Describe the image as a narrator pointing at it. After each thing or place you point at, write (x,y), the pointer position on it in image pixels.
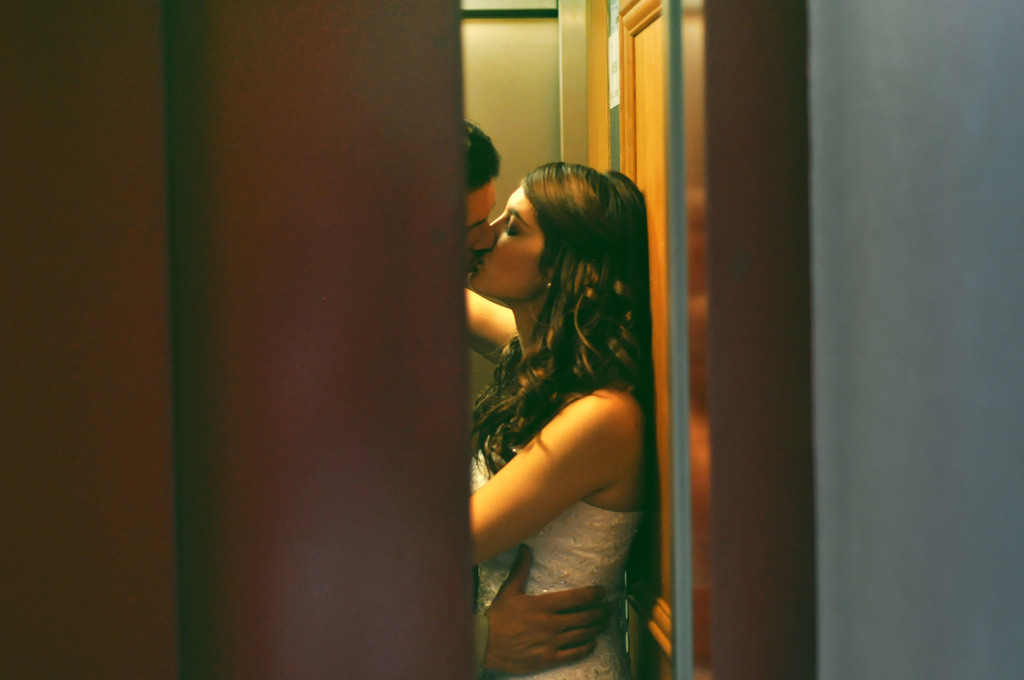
In this picture I can see a man (581,591) and a woman (582,567) kissing each other and I can see a wooden door (592,30).
